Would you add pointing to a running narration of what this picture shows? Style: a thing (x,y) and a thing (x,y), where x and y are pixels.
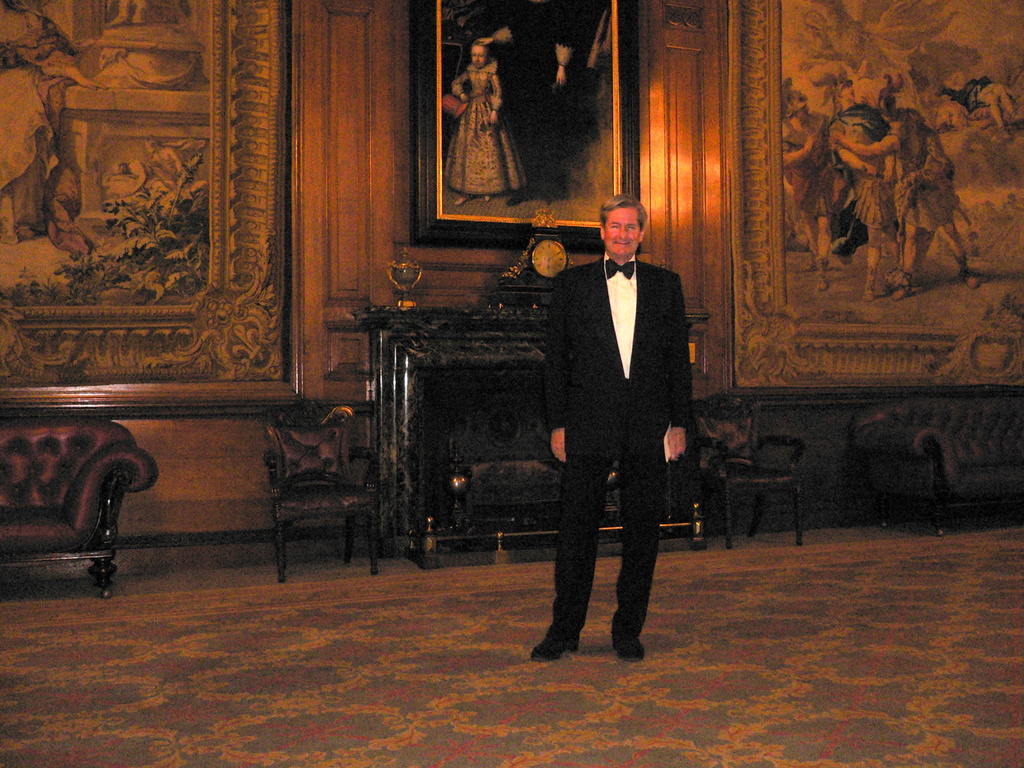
This is the picture of a man (576,399) in black blazer (606,420) standing on the floor (514,703). Background of the man (635,408) is a wall (692,170) with paintings (47,80) and photo frames (515,140).
